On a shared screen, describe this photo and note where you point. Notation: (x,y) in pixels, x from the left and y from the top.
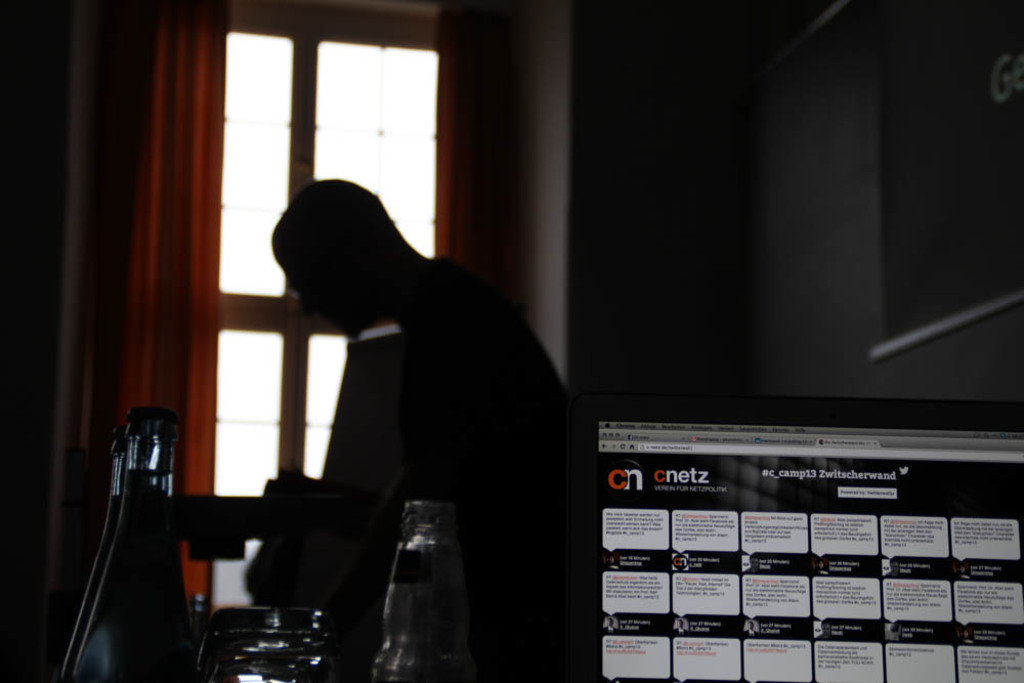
in the picture we can see the computer screen (769,553), some text (765,538) and we can also see a person (461,425) standing near to the computer (785,547) and doing some work, we can also see some bottles (396,632), we can see a window (306,105) near to the wall (541,210) with a curtain (199,208).
